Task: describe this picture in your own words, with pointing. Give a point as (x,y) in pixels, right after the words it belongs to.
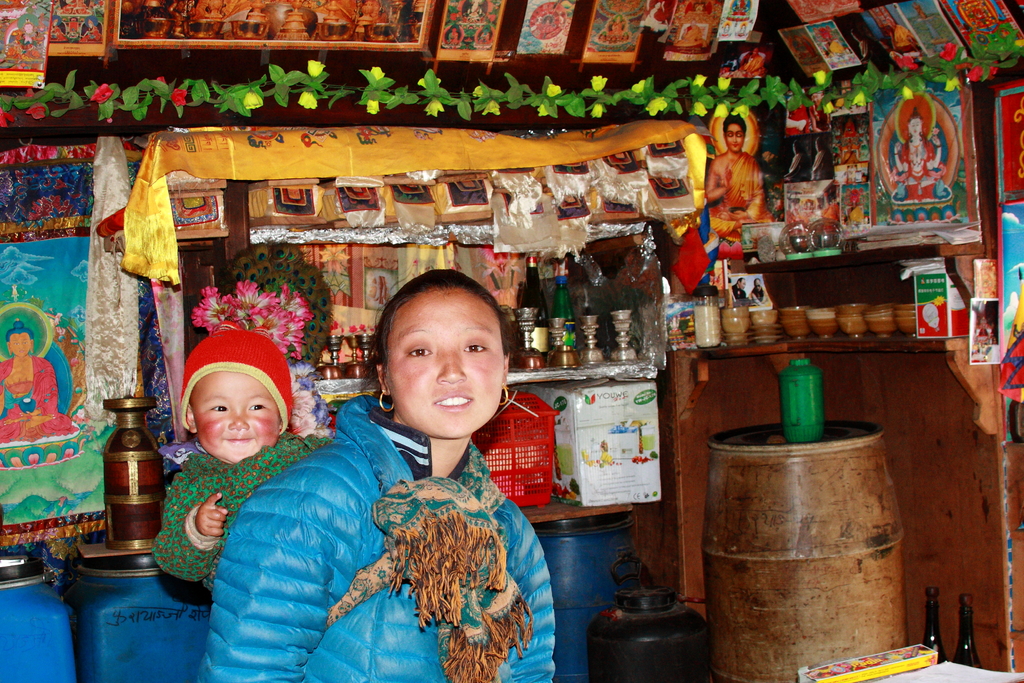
In the center of the image (387,305) we can see a lady (366,509) and a baby (218,524). On the right (777,580) there is a drum (765,586). In the background (924,301) there is a shelf (965,289) and we can see cups (795,332) and some things (951,289) placed in the shelf (755,343). On the left (131,510) we can see a vase (140,495). At the bottom (53,637) there are containers (145,625). At the top (955,74) there are decors (467,104) and photo frames (667,51).
